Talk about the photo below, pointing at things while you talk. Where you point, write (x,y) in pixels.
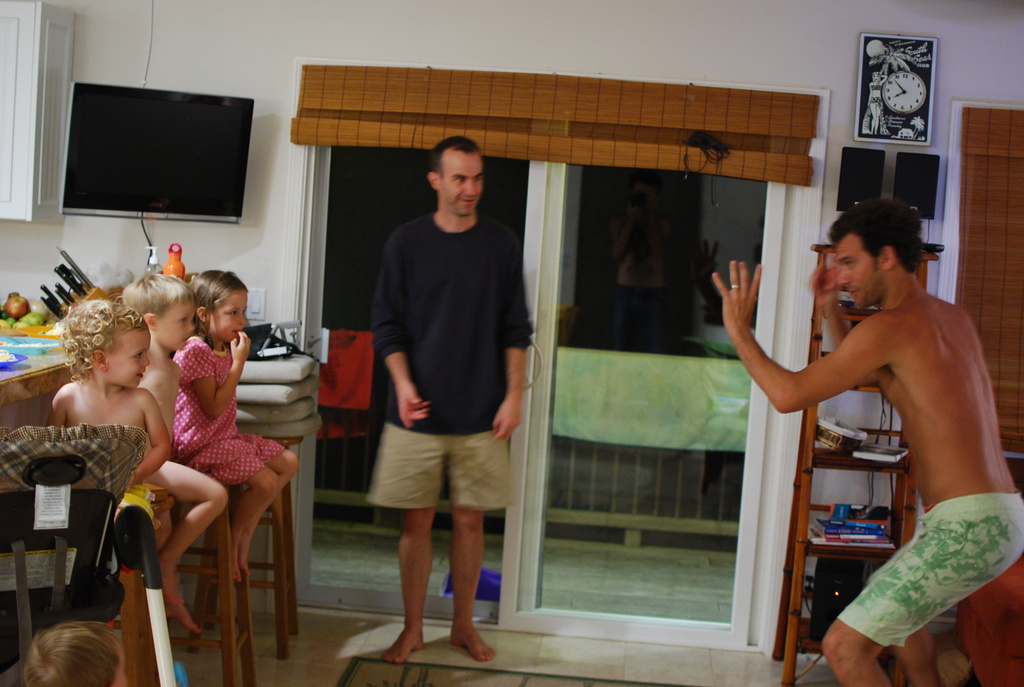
In this image, on the left side (191,424), there are three kids (188,429) sitting on the stools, there is a man (415,351) standing in the middle (438,384), on the right side (944,425) there is a man (942,479) dancing, there is a television (210,153) on the wall (165,19), we can see glass doors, there is a clock (862,115) on the wall (846,115).
